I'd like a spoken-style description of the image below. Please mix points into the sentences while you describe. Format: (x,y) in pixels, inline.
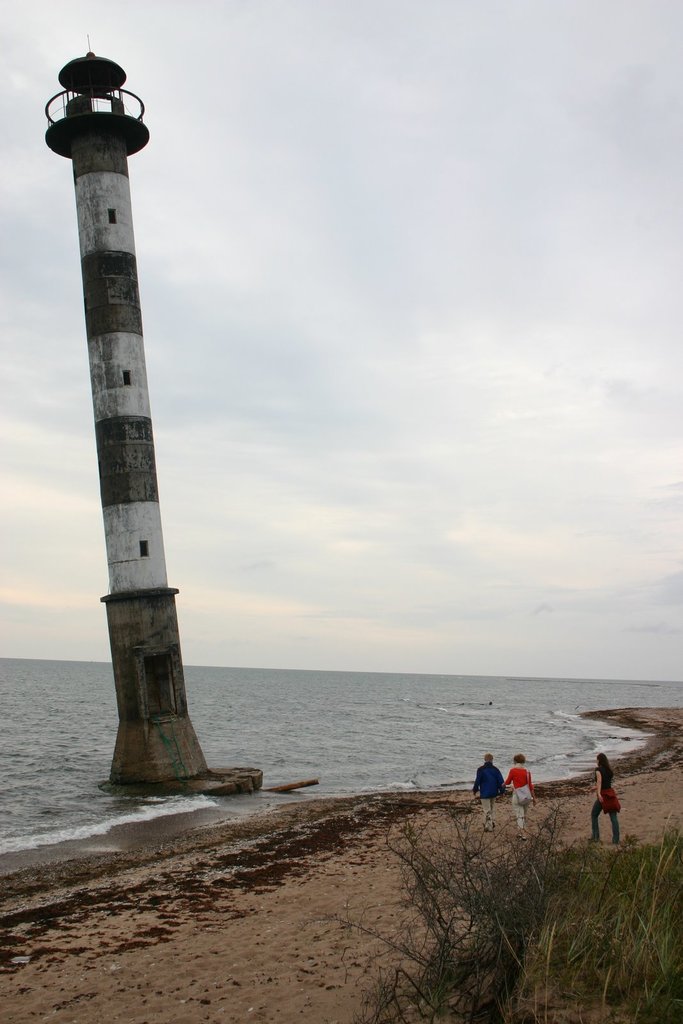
In this picture there is greenery (464,865) at the bottom side of the image (492,927) and there are people (495,781) at the bottom side of the image (493,768), there is a tower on the left side of the image (140,650) on the water (340,711) and there is water (340,711) in the background area of the image (384,698).
